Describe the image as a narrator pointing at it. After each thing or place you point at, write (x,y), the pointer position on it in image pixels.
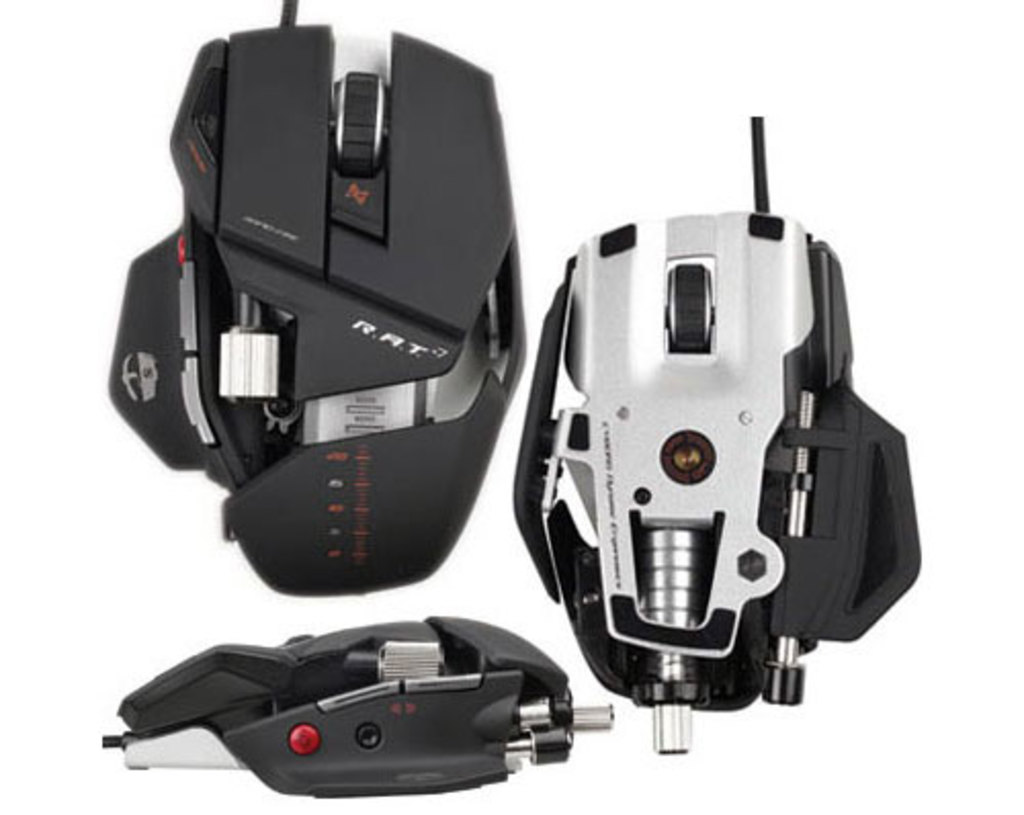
In this image we can see gaming mouses (437,456).
